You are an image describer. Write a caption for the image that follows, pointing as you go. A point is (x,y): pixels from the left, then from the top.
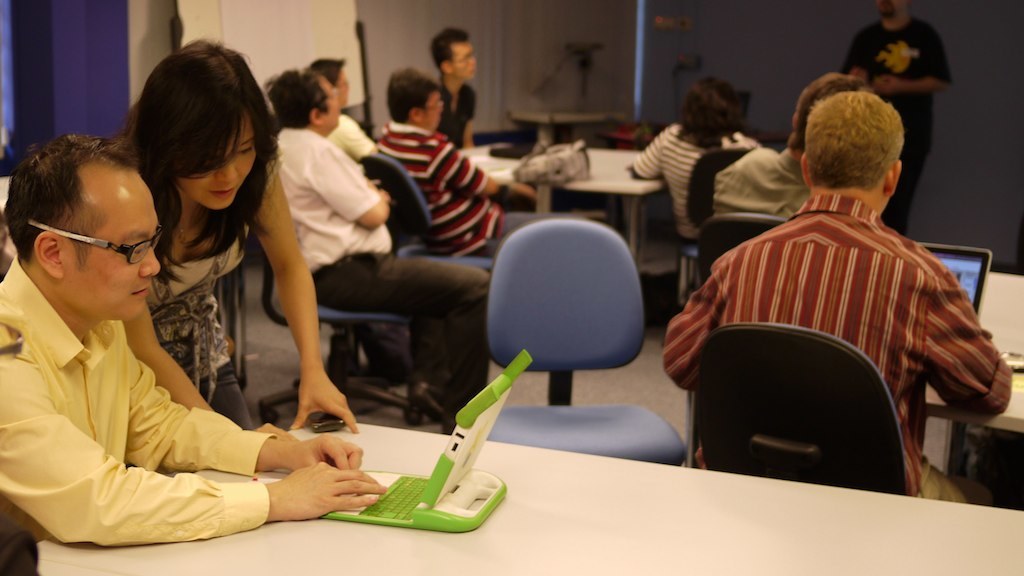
Here we can see few persons (846,262) sitting on chairs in front of a table (614,158) and on the table (610,170) we can see bag (569,174), laptop (973,265). This woman (239,139) is standing beside to this man (86,377) and she is looking into the laptop (473,408). this is empty chair (519,442). We can see one person (927,47) standing here.
